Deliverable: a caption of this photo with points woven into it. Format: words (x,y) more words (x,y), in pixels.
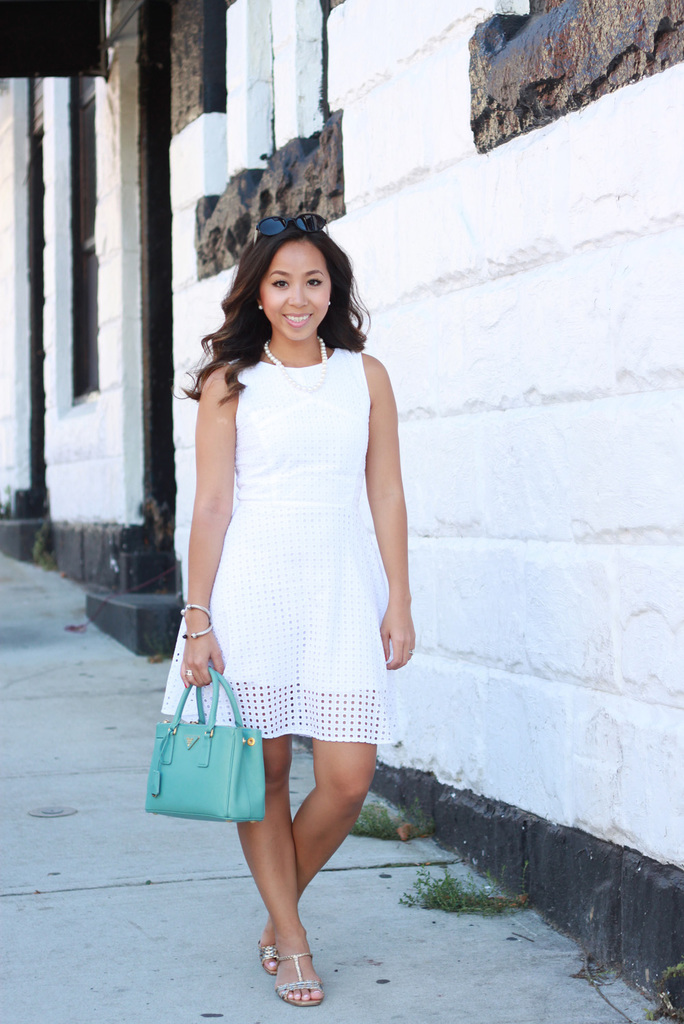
In this image there is a lady person (283,525) wearing white color dress (258,517) standing on the floor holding handbag (228,736) in her right hand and at the background of the image (460,164) there is a wall (587,323).
